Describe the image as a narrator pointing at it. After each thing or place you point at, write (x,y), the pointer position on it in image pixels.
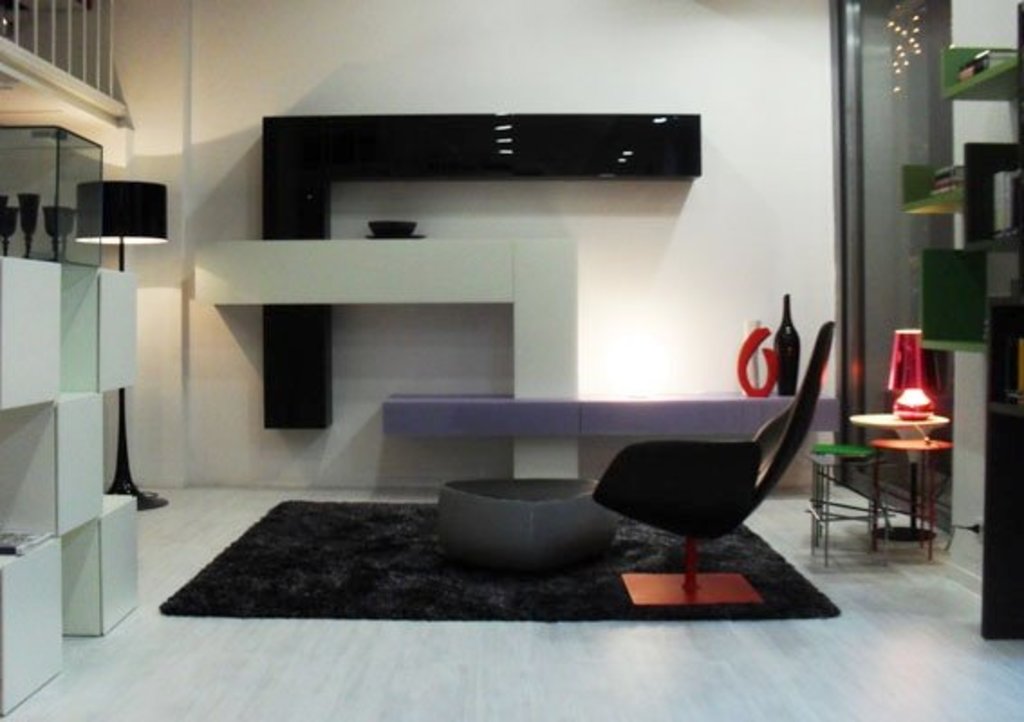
In the center of the image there is a mat (645,547). There is a chair (744,491). There is an object (546,489). On the right side of the image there is a light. There are tables (924,424). There are few objects (785,391) on the wooden rack (704,396). On the left side of the image (32,371) there are few objects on the platform (117,280). At the bottom of the image (768,526) there is a floor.
